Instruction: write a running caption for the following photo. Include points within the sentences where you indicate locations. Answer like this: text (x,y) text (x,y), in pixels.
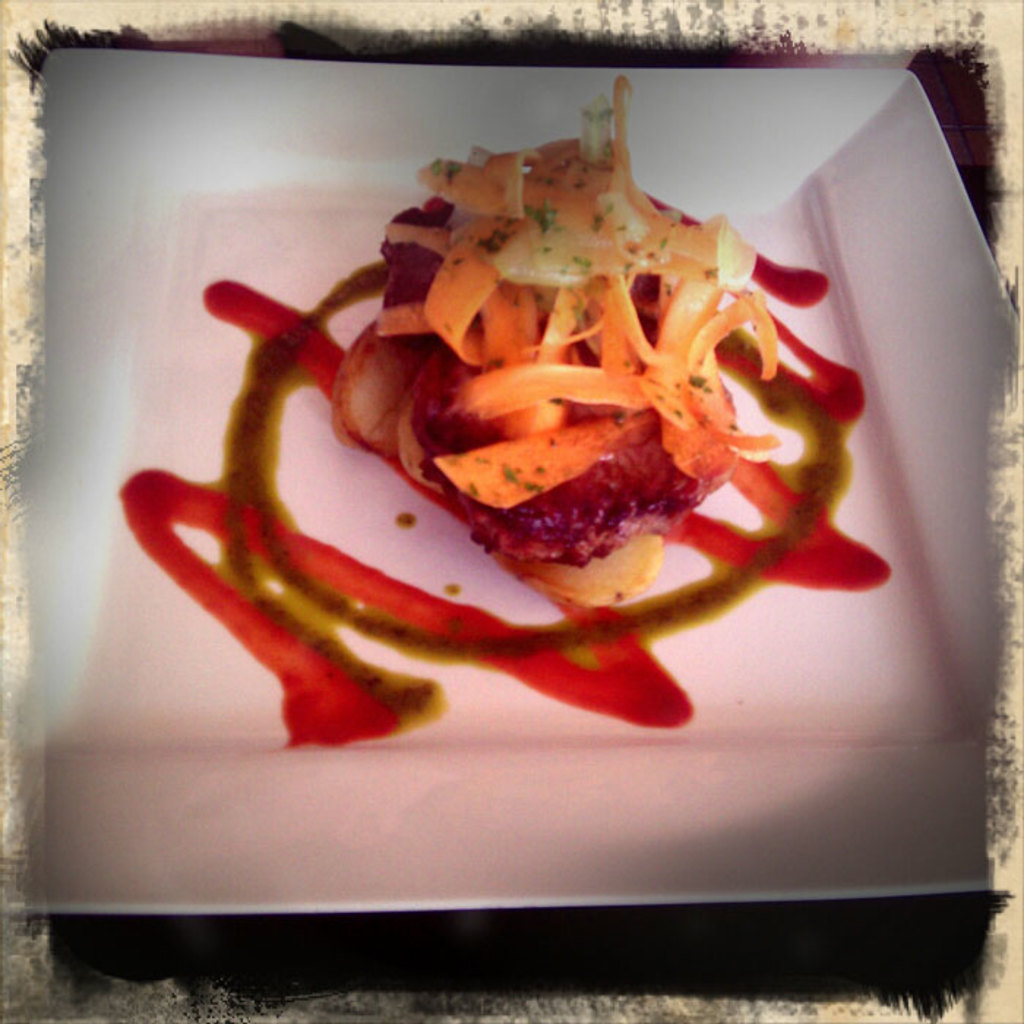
In the image we can see there is a food item (640,450) kept in a plate (490,571).
